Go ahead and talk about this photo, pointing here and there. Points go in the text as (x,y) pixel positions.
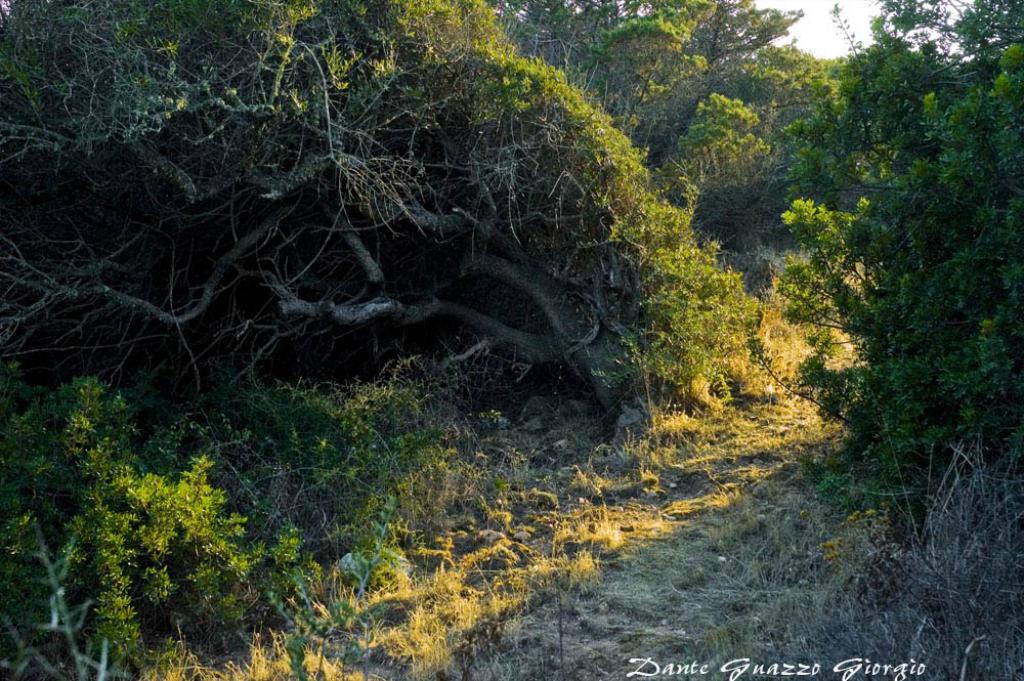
In this picture we can see grass (804,577) and some plants (252,476) at the bottom (557,488), in the background (334,106) there are some trees (905,199), we can see the sky (844,37) at the right top of the picture (845,35), at the bottom (785,670) there is some text (746,671).
